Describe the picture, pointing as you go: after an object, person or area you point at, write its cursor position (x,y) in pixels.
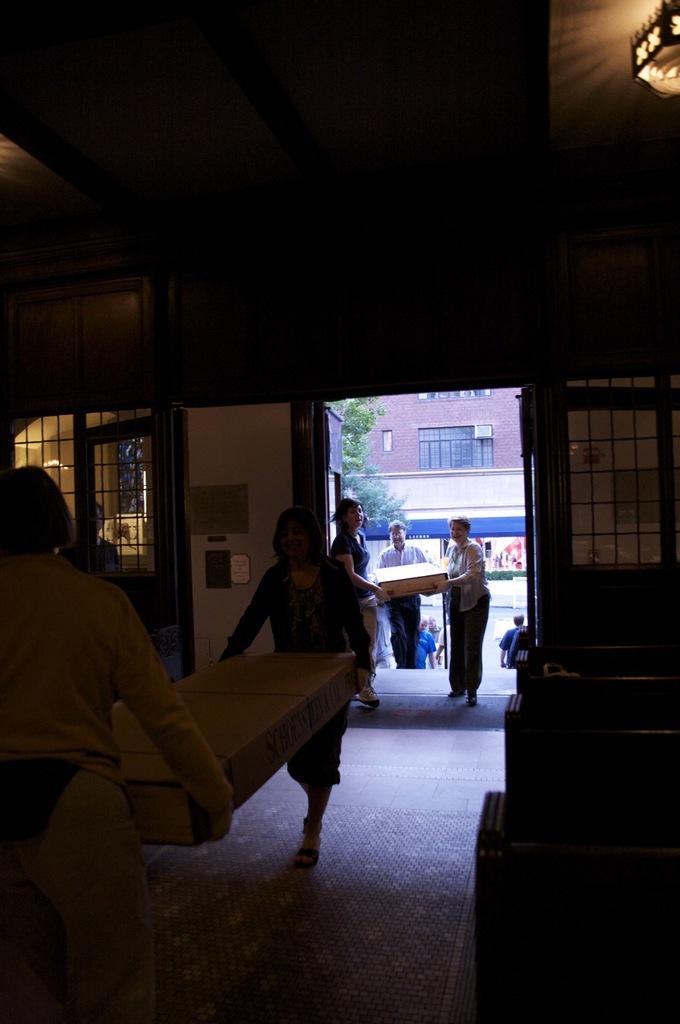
This image is taken from inside. In this image we can see there are two persons (286,623) holding an object (250,689) and walking on the floor (281,795), behind them there are a few more people (461,574) holding an another object (422,579) and entering into the house (437,683). In the background (446,552) there is a road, trees (372,469) and a building (461,448). At the top of the image (344,34) there is a ceiling (356,96) with a light (662,40).
